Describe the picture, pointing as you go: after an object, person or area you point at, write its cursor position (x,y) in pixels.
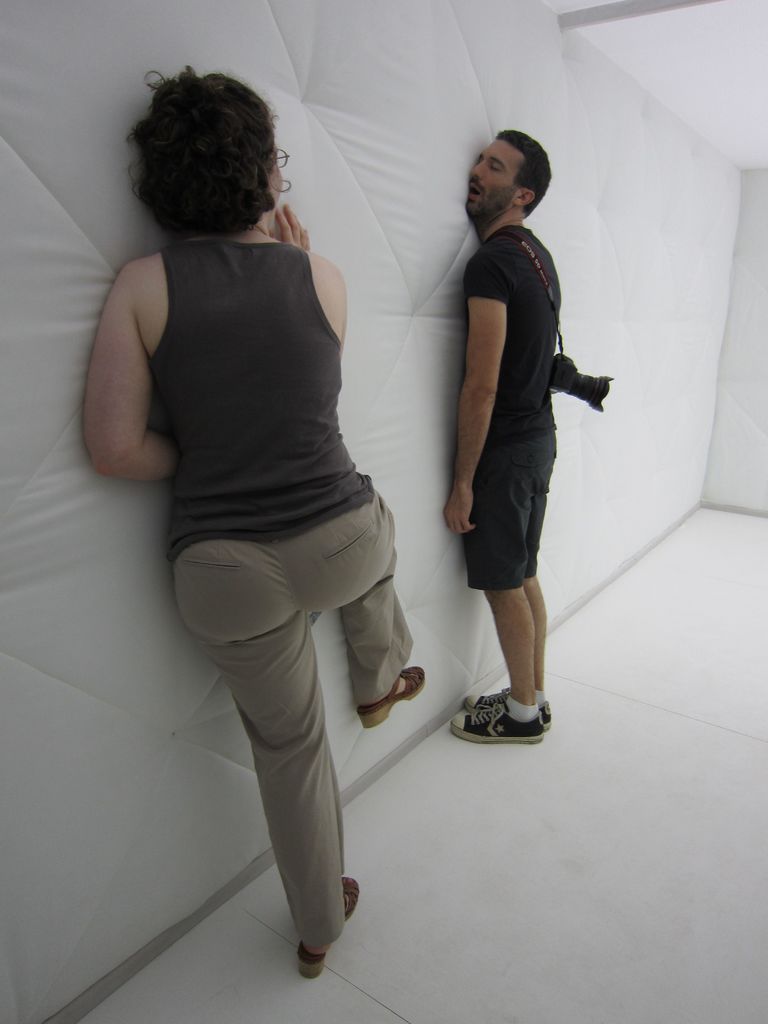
In this image I can see two people (492,402) with different black, grey and ash color dresses (485,458). I can see the person (540,382) wearing the camera (576,382). In the back (310,98) I can see the white color surface (377,142).
